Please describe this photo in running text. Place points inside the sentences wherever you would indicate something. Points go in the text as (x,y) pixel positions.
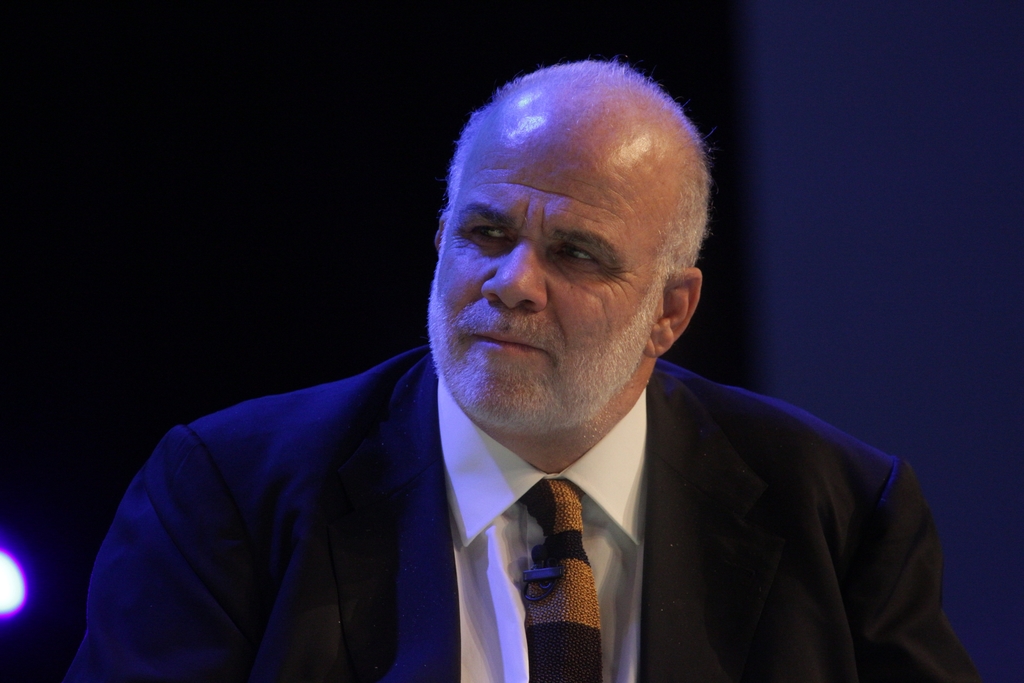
In this picture I can see a man (468,551) wore a coat (352,639) and a tie (550,609) and I can see a light (1,549) on the left side of the picture (8,593) and I can see a black color background (173,88).
